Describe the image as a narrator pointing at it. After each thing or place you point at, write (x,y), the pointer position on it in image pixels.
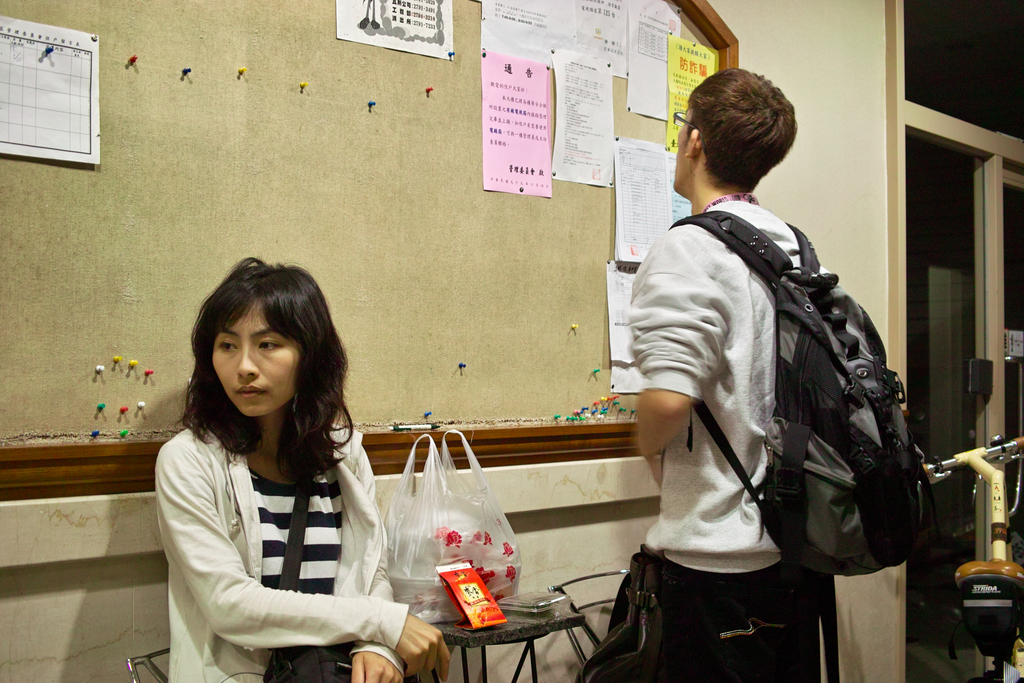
In this image we can see male and female persons (219,521) wearing white color dress (212,566) respectively female person (328,540) sitting on a chair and a male person (743,409) standing both are carrying bags (449,594), there are some items (471,593) on table (486,644), on left side of the image (11,145) there are some papers (511,93) attached to the notice board (544,230), on right side of the image (995,489) there is a bicycle (994,561).
